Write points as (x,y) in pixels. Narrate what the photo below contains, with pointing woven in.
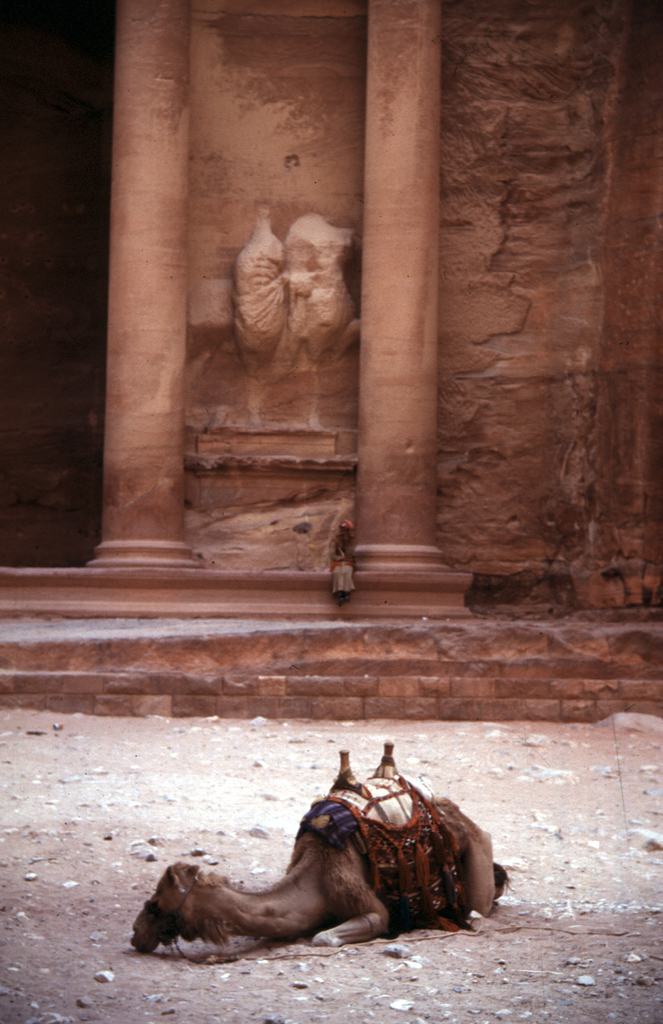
In this image a camel (465,919) is lying to the land (644,884). A person (340,585) is sitting beside the pillar (375,519). Behind there is a wall (352,126) having some carvings (266,310) on it.
